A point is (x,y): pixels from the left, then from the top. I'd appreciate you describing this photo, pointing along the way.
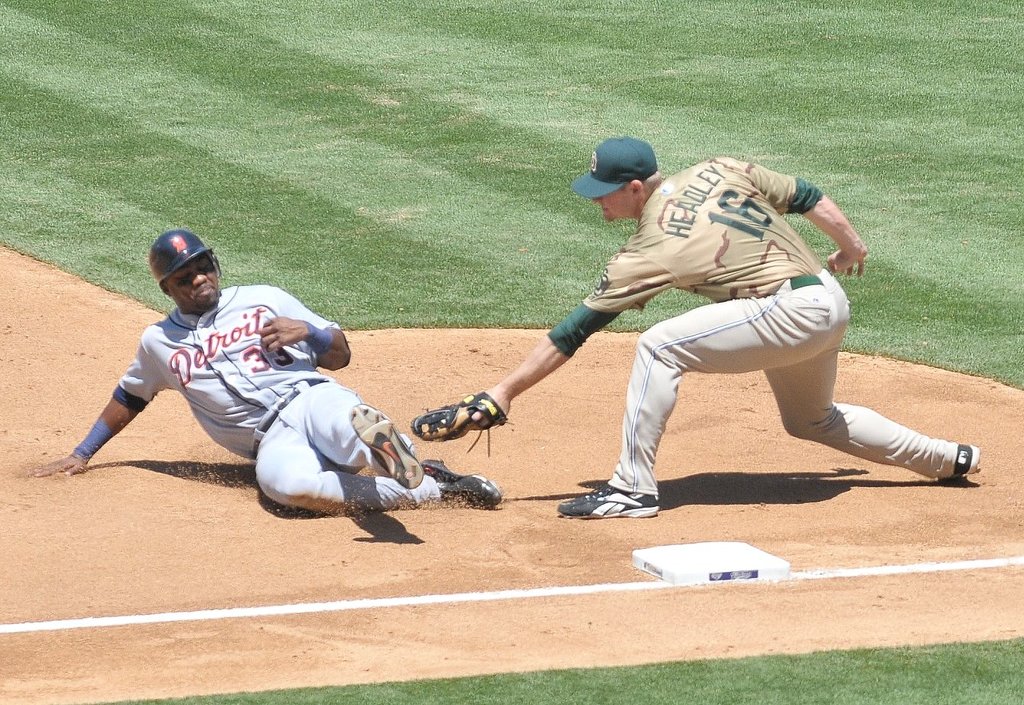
In this image there are two baseball players (311,435) on a ground (680,671).
